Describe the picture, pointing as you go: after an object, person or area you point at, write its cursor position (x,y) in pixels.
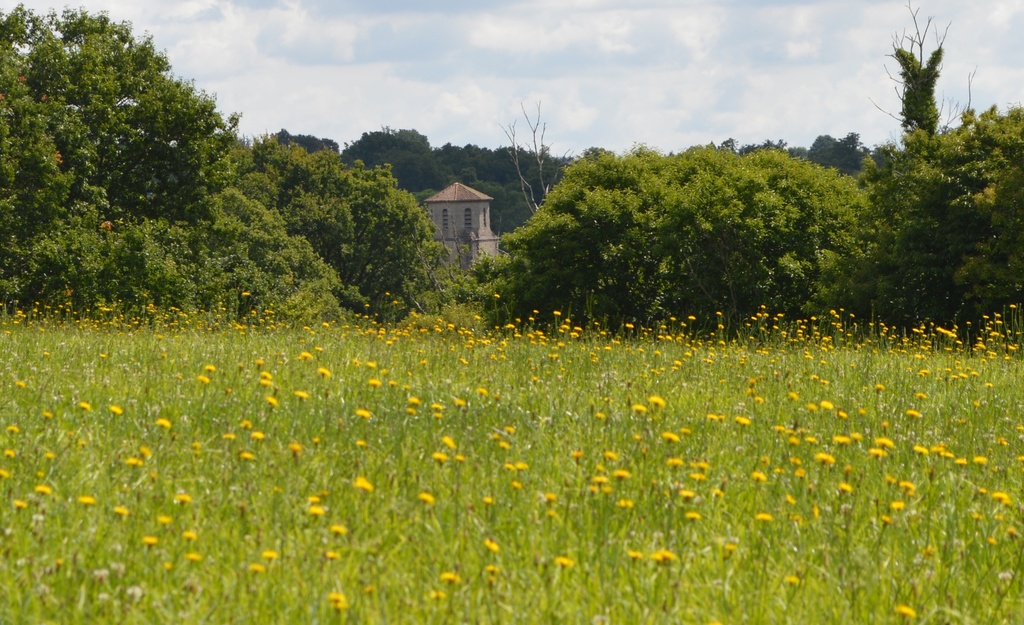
In this image we can see there are plants (633,472) and flowers (205,380). At the back (635,246) there are trees (408,196), building (447,220) and a sky (588,79).
